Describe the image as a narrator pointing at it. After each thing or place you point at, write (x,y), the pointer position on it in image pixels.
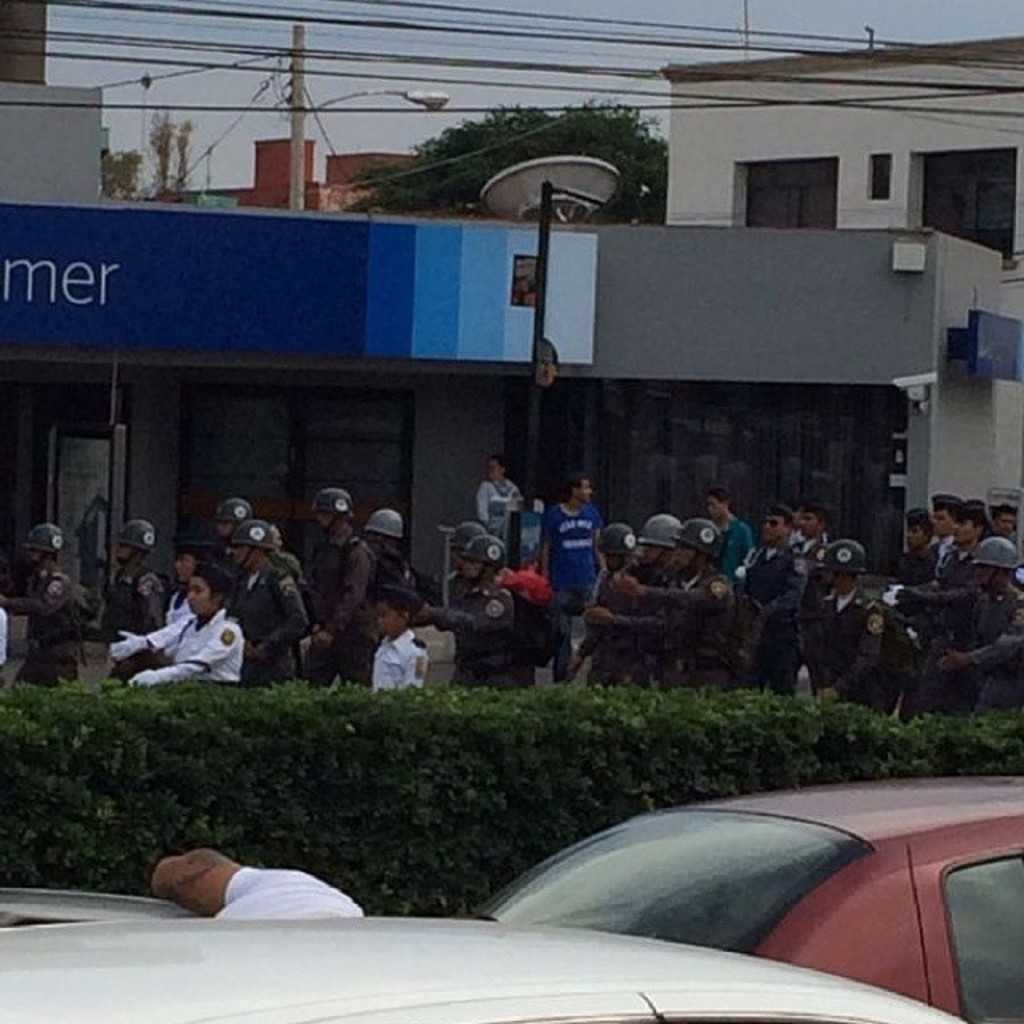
In this image there are few vehicles (428,939), behind the vehicles (781,914) there are trees (374,815), behind the trees (400,761) there are few people (215,630) walking on the road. In the background of the image (471,394) there are buildings (396,282), trees (430,182), cables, utility poles (296,143) and the sky (587,43).
